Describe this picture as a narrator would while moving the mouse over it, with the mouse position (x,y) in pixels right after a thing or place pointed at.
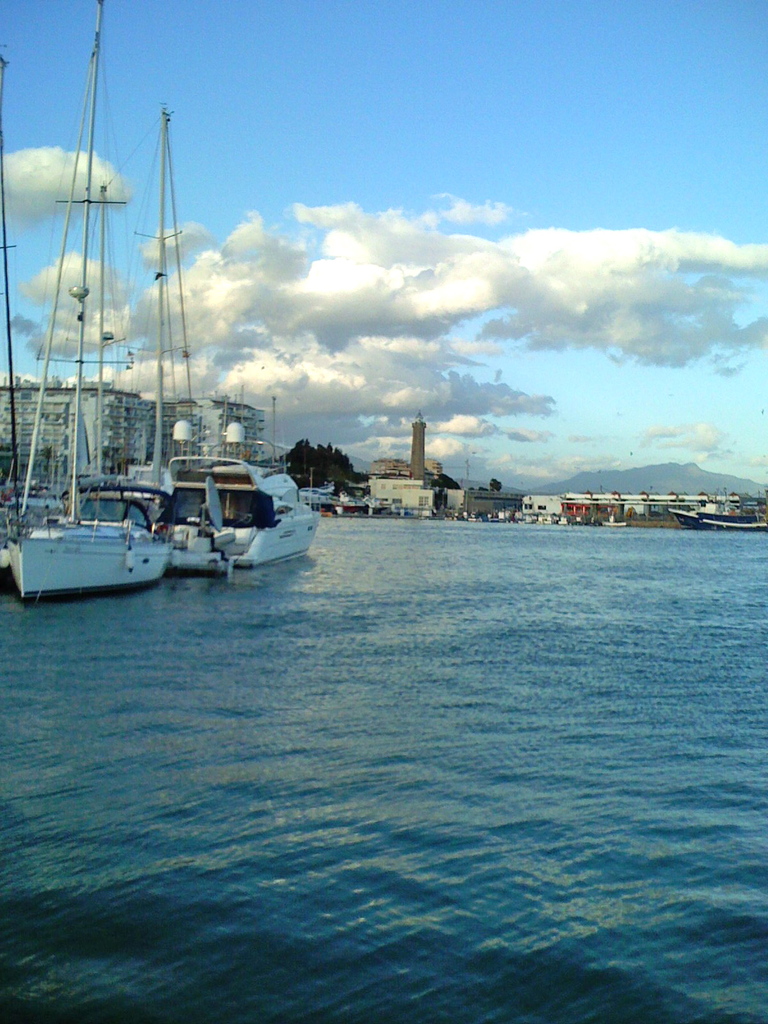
In this image we can see some ships (71,534) on the water (428,832) and there are some buildings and trees (296,461) in the background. We can see the mountains (520,489) and at the top (391,199) we can see the sky (526,208).
